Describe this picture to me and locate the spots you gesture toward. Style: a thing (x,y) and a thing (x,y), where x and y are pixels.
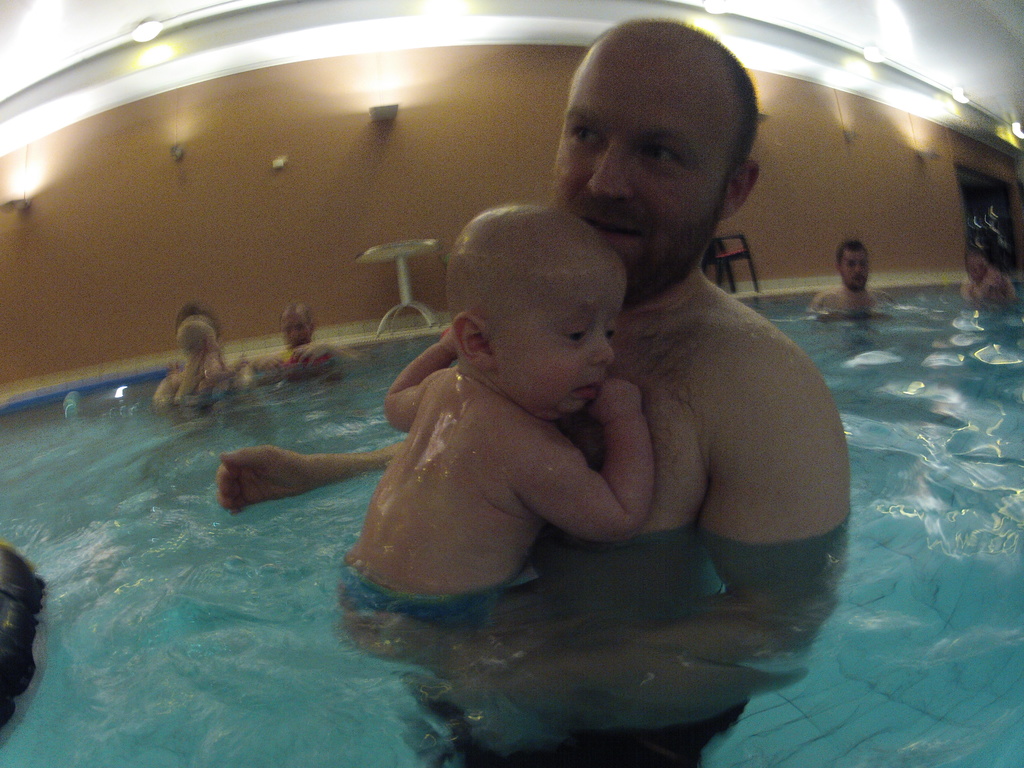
In the center of the image (589,267) there is a person (640,98) and a baby (444,520) in the swimming pool (1021,370). In the background (469,161) we can see persons (217,364), water (339,418), table (396,271), chair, doors (1011,257), lights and wall (196,128).
